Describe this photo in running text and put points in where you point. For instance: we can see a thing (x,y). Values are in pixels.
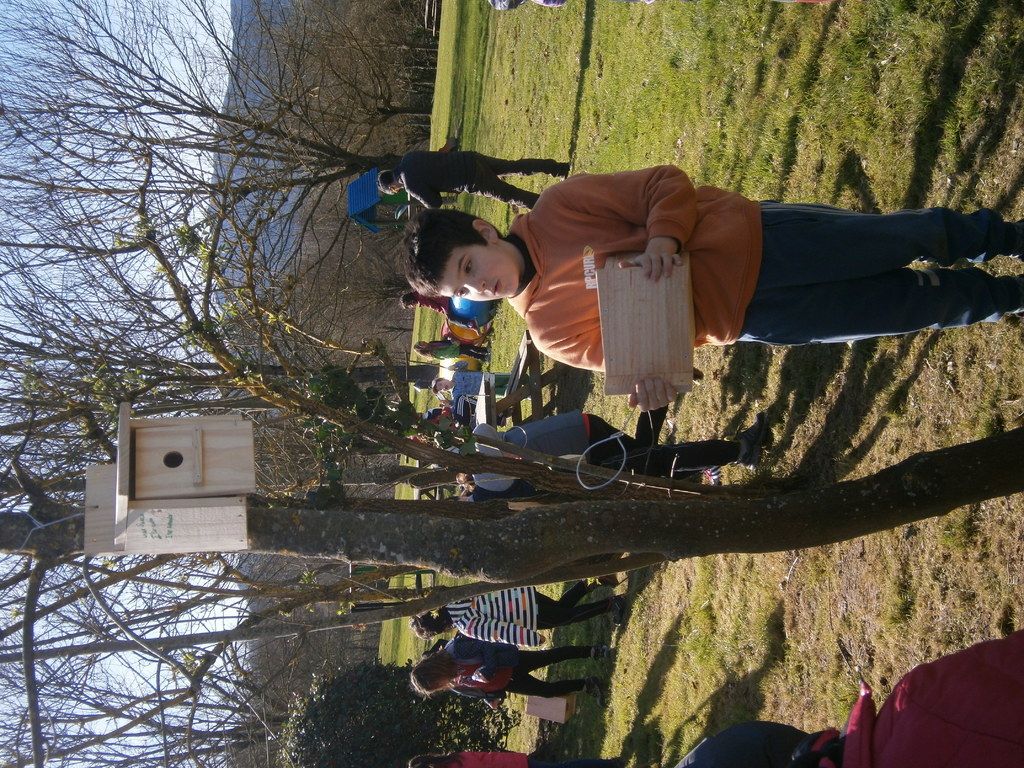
In this picture we can see group of people (495,486), on the right side of the image (761,271) we can find a boy (684,242), he is holding a wooden plank (633,281), in the background (337,252) we can find few trees (383,282) and hills (256,201).
